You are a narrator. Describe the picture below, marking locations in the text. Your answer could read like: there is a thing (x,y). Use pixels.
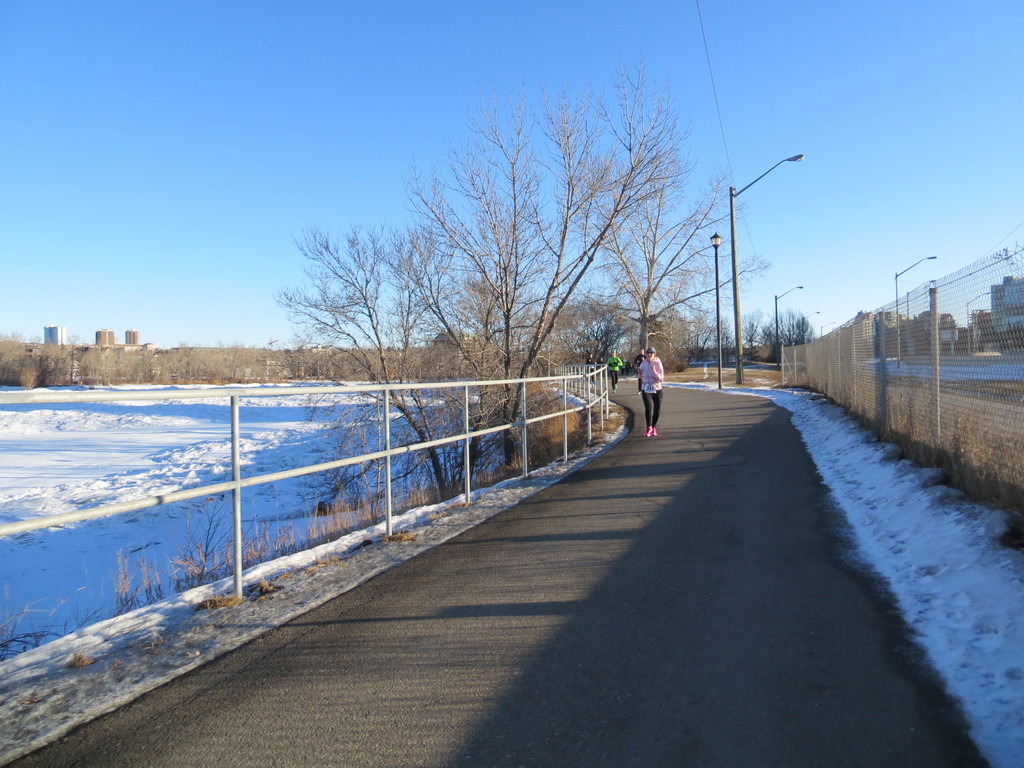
In the image the people (659,403) are jogging on the road (638,430) and on the right side (968,435) there is a mesh (892,410) and on the left side (58,523) there is a fencing (406,388), behind the fencing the surface (149,434) is covered with ice (26,556) and around that surface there are many trees (475,314).
